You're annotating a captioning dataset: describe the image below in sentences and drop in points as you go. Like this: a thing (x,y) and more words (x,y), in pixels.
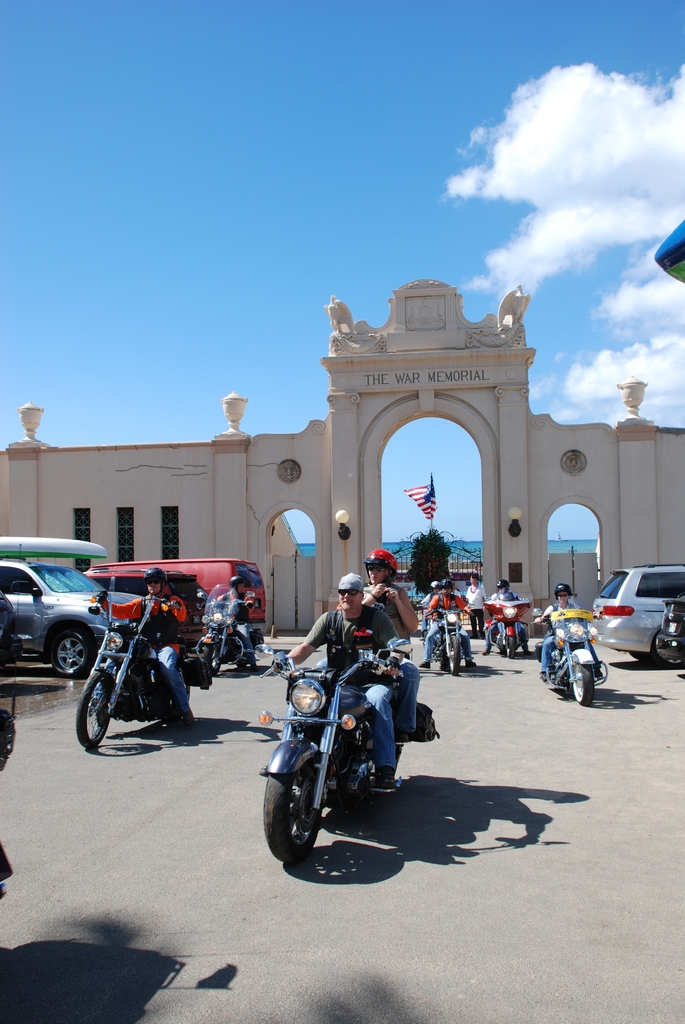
In this image I see the road (468,810) on which there are number of vehicles (400,645) and I see few persons (358,643) who are sitting on bikes (399,651) and I see the flag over here and I see the arch (369,506) over here and I see something is written over here. In the background (65,19) I see the clear sky (485,215).
